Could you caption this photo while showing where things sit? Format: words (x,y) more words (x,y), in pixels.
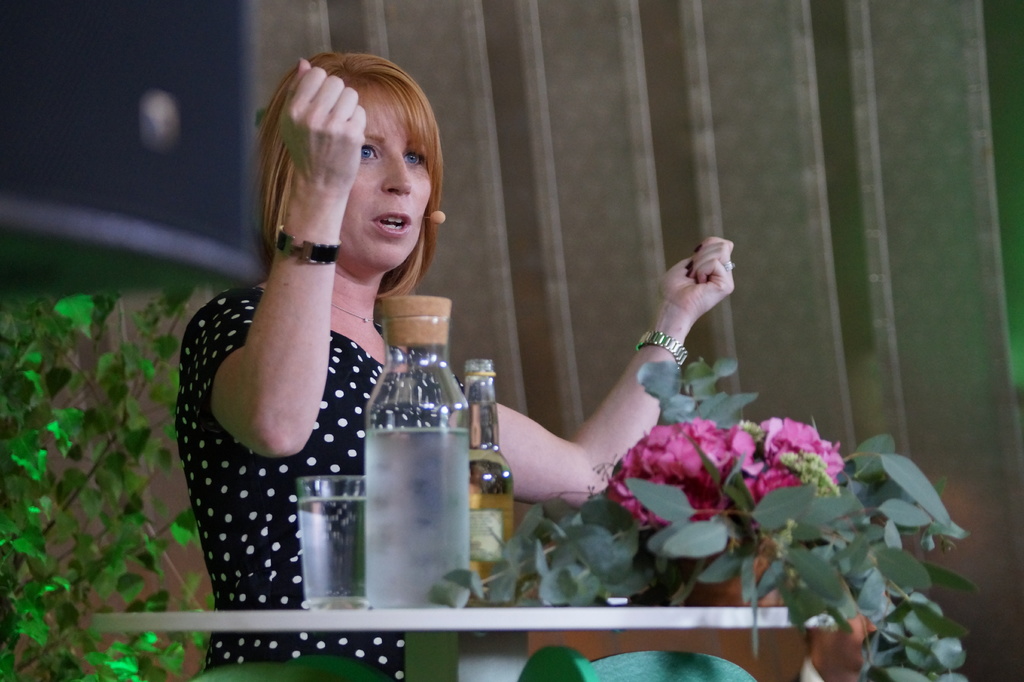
This woman (418,249) is standing and talking in-front of mic (438,221). On this table (379,618) there are bottles (392,527), plant (809,527) and glass of water (325,491).
